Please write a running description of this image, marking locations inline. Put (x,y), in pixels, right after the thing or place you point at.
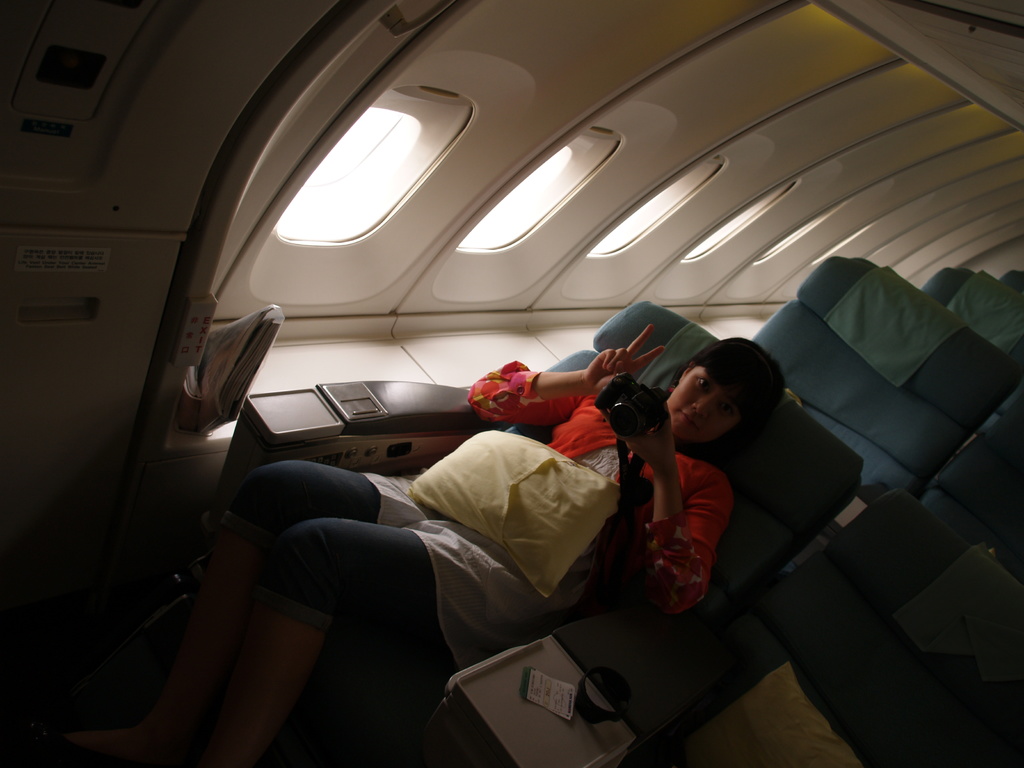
This is inside of the vehicle (990,545), there is a woman (703,482) sitting on chair (756,460) and holding camera (605,402) and we can see chairs (598,349) and windows (483,251).
